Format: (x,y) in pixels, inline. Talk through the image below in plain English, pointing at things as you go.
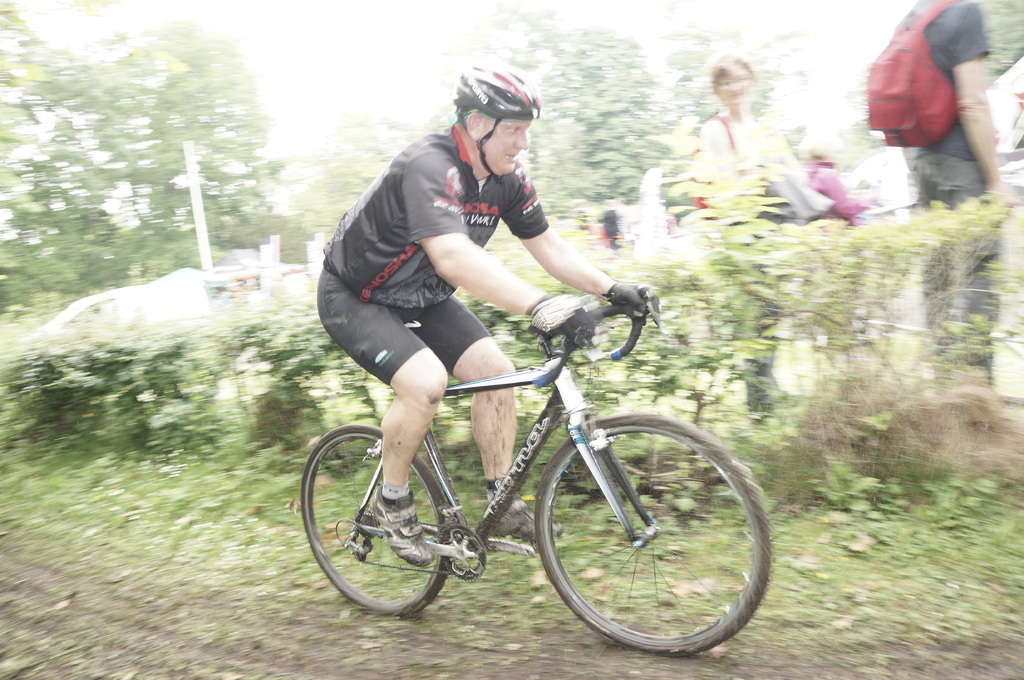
Here is the old man (427,241) wearing helmet (498,118) and riding bicycle (649,542). There are two people (746,141) standing. This is a red color backpack bag (906,97). These are the small bushes (741,324) and these are the trees (212,91). I can see a pole (195,189) here which is white in color.
